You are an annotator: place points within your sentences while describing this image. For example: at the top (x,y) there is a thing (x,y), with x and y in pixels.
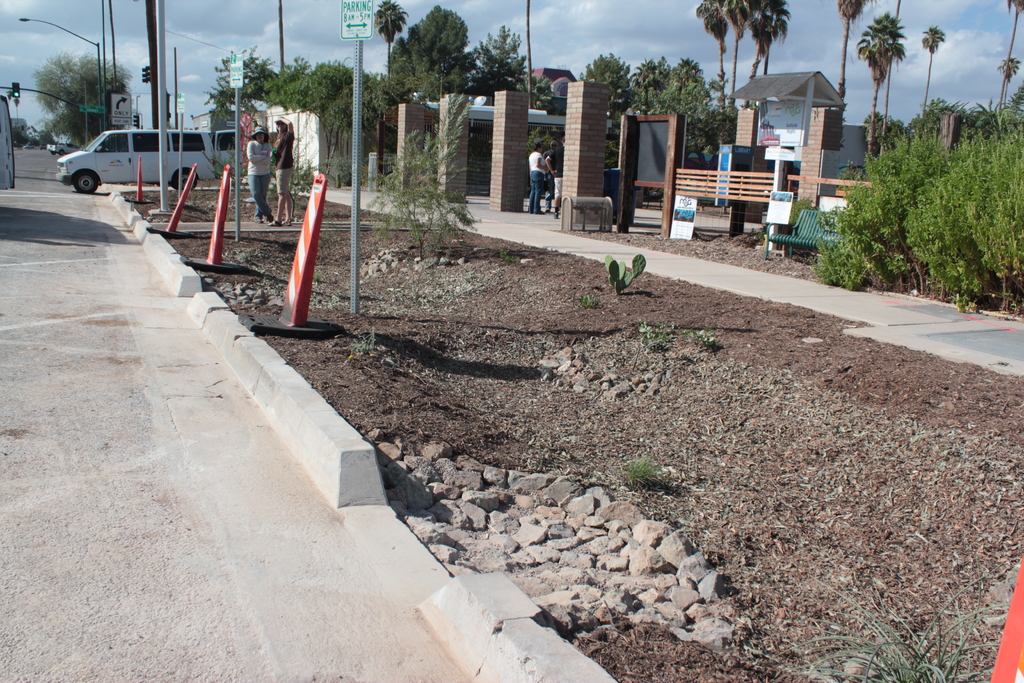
In this picture we can see stones (488,541) on the path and poles (162,108) with sign boards (180,110), direction sign boards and traffic signals (146,80). There is a vehicle (97,155) on the path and on the right side of the poles (157,90) there are trees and other things (483,158). Behind the trees (278,79) there is a cloudy sky (664,39).
